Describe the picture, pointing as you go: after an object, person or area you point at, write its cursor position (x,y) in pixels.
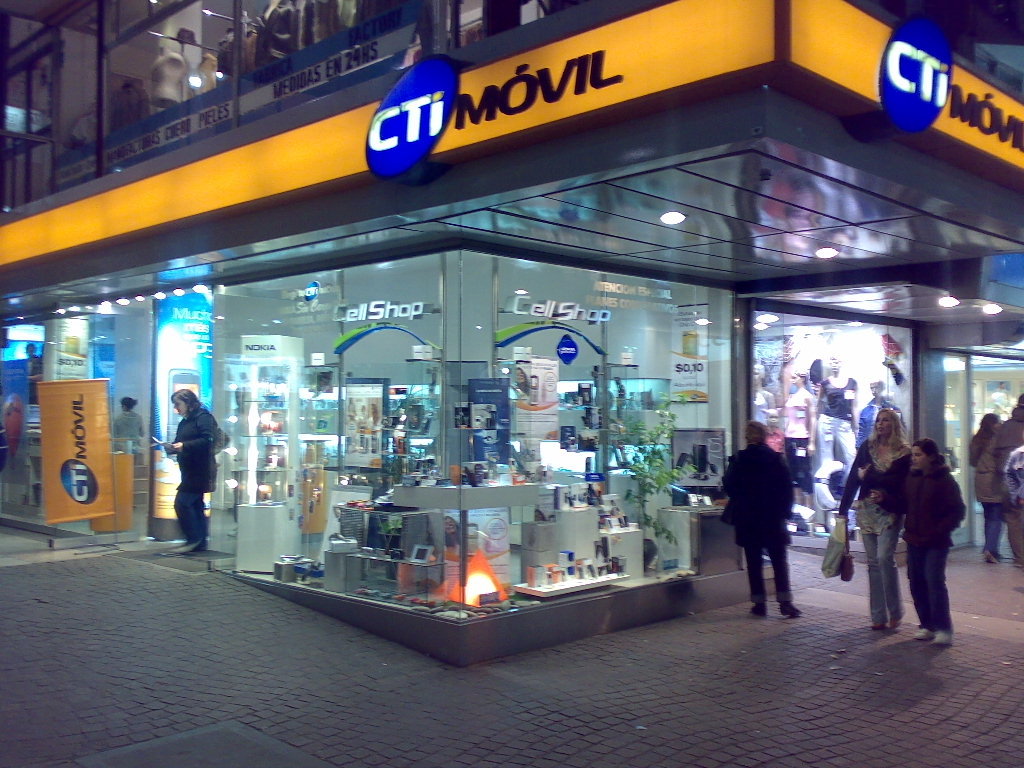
In this image, we can see a cell shop (360,438) and there are some people (788,570).
